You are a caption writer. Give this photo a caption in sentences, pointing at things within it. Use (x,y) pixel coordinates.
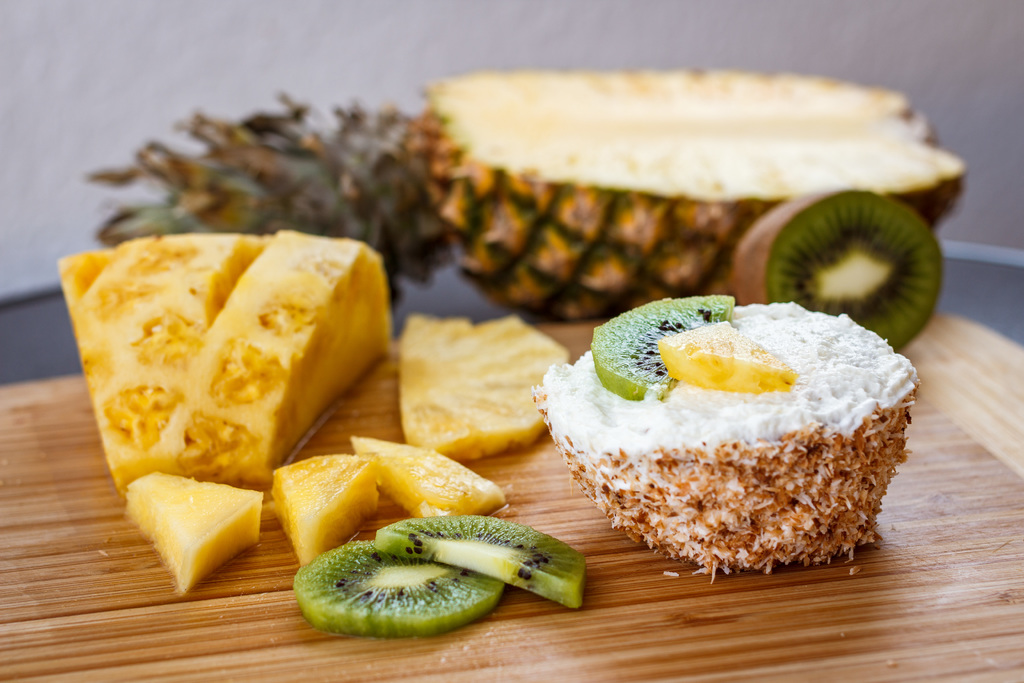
In this image we can see some food items (555,280) on an object (910,553). In the background of the image (227,73) there is a blur background (996,161).
